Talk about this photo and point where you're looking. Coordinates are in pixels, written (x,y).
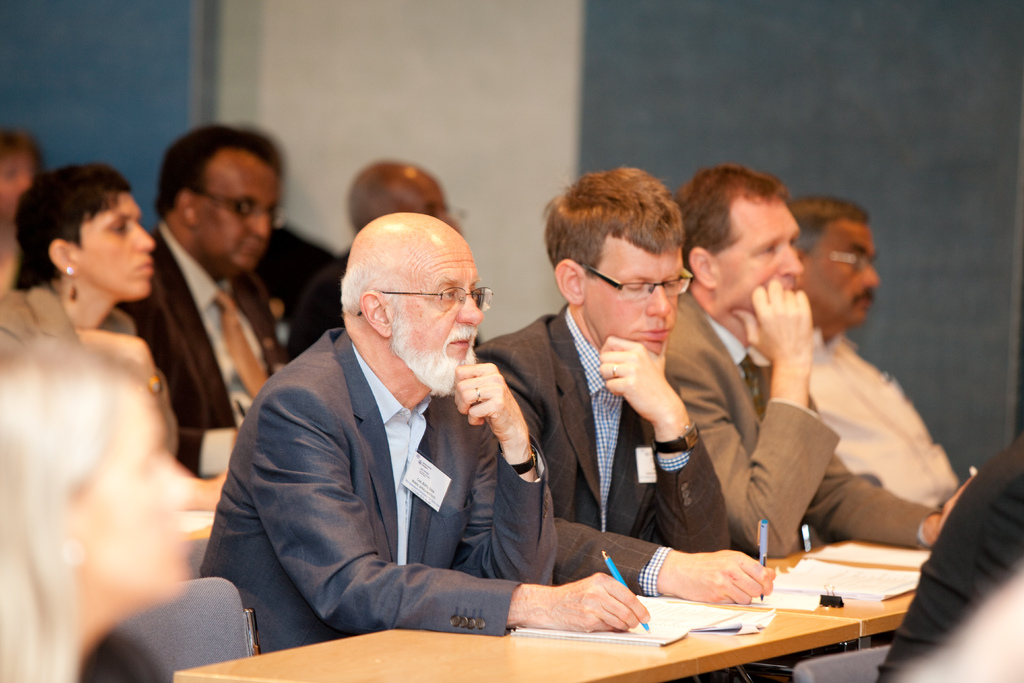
In this image I can see a group of people (335,375) sitting. I can see some objects (730,619) on the table (711,641). In the background (524,124), I can see the wall (480,65).
